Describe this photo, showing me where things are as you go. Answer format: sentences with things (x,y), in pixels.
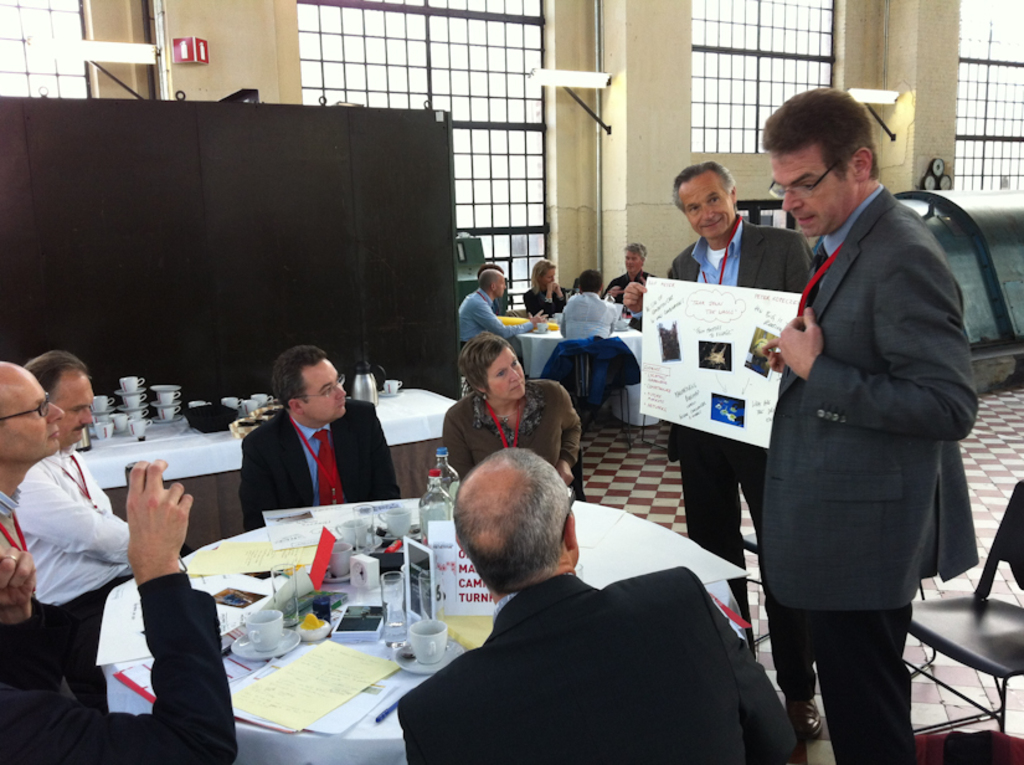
In this picture I can see there is a group of people (154,714) sitting and there is a table (318,642) in front of them, with papers (361,664), cups (278,637), pens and a few other objects (289,600) placed on the table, there are two men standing on the right side (897,417), they are holding a poster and there is another group of people (538,281) sitting in the backdrop (556,276), there are few windows (310,41) in the backdrop (419,53).
